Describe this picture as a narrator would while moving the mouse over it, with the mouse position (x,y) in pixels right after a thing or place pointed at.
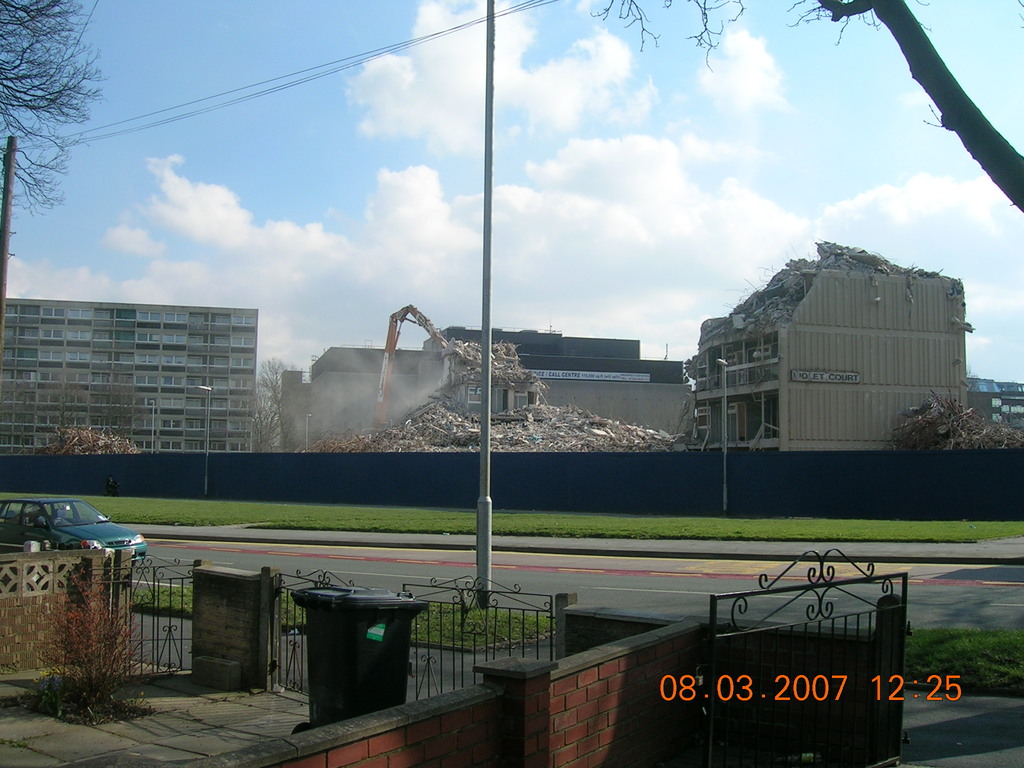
This picture is clicked outside. In the foreground (403,729) we can see the metal gates (505,641), grass (943,640), dry stems (108,654), brick wall (433,702) and a car (10,535) and a pole (477,534). In the center (659,417) we can see the green grass (994,524), buildings (513,400), crane (405,310) and some other objects (690,440), we can see the lamppost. In the background (298,126) we can see the sky (298,126) with the clouds (608,209) and we can see the trees (55,44). In the bottom right corner (746,678) we can see the numbers (787,691) on the image.
